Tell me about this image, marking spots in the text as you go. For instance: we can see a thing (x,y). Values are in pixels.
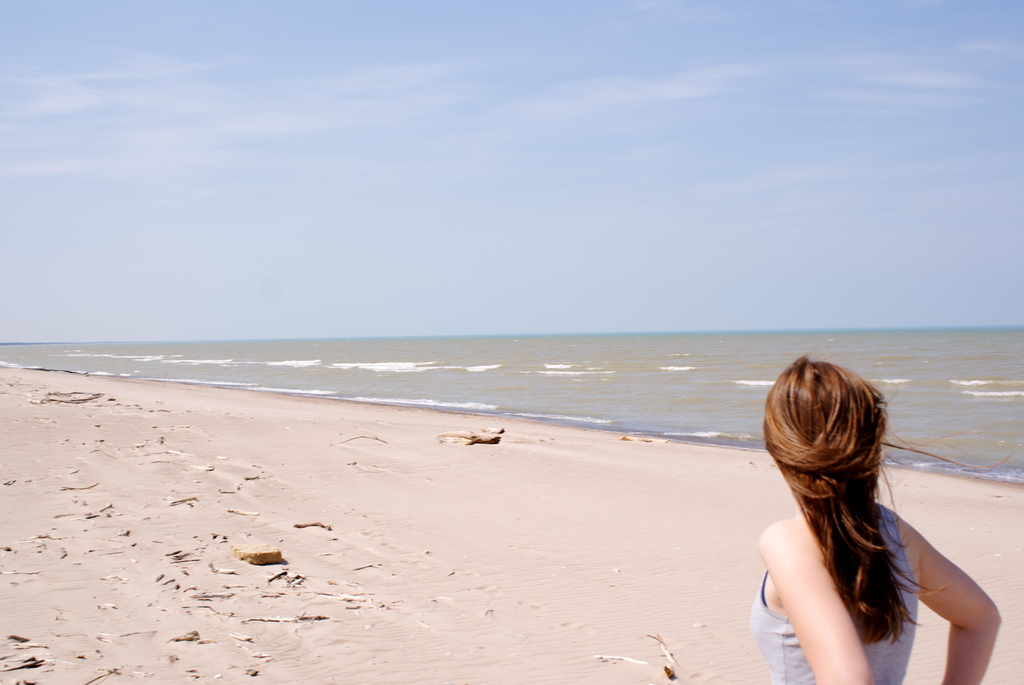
In this image in the bottom right (828,479) there is a woman (838,436). The image is taken on a sea beach (216,402). In the background (585,377) there is sea (599,357). The sky (494,199) is clear.
